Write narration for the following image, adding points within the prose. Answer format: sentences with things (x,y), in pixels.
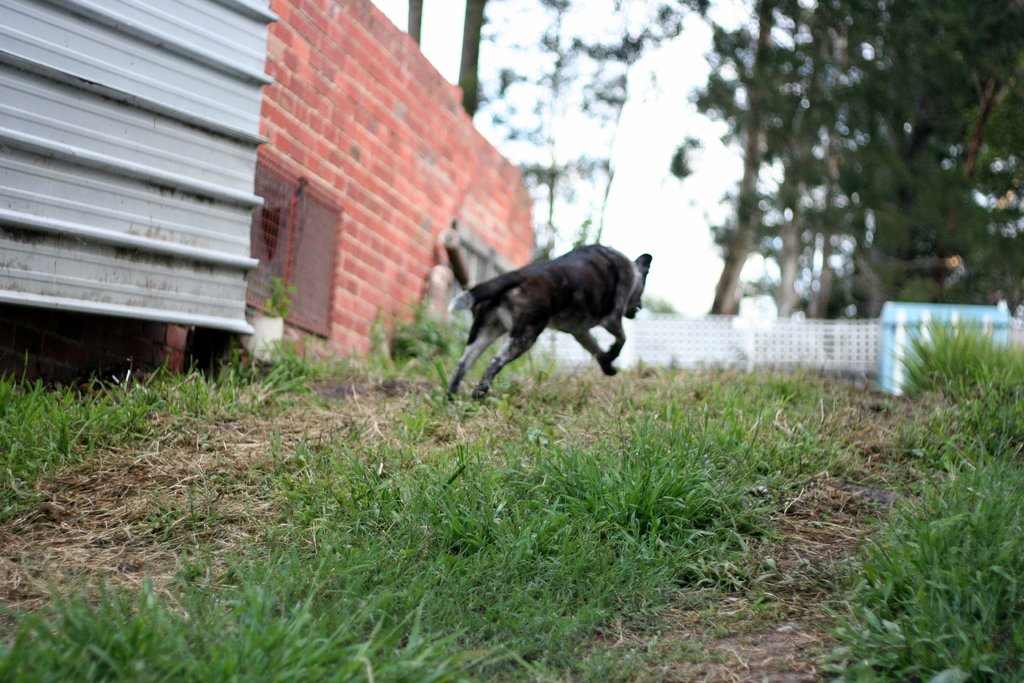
At the bottom of the image (554,511) on the ground (661,521) there is grass (347,547). There is a dog (560,324) running. And on the left side of the image (327,156) there is a wall (325,91) with windows (287,234). In the background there is fencing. Behind the fencing (723,322) there are trees (750,190).
